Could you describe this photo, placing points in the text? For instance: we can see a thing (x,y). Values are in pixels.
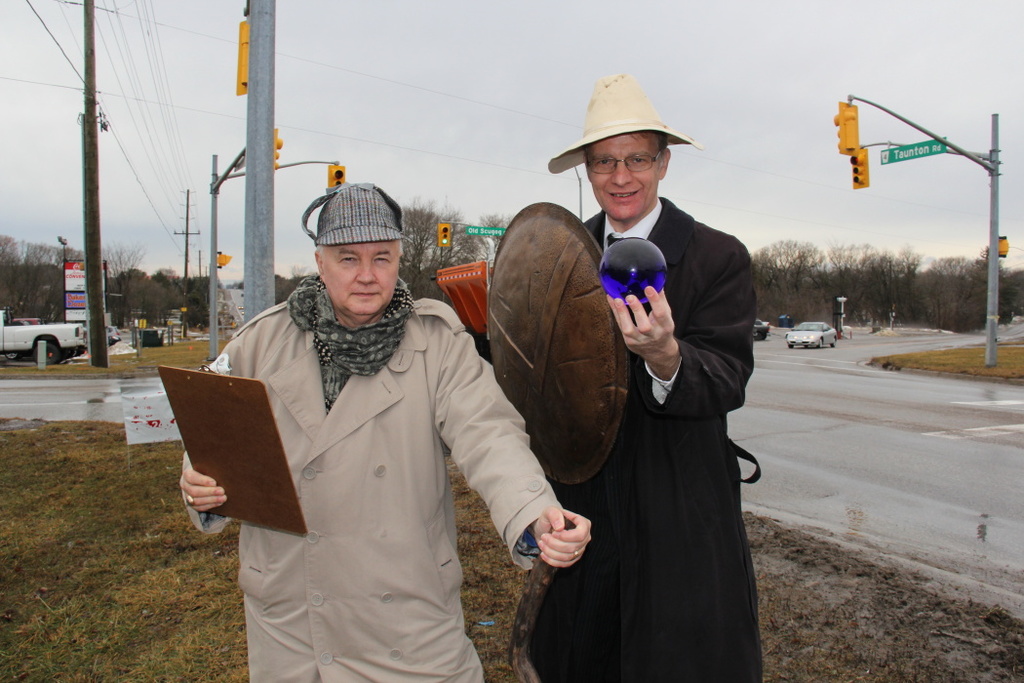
In the image there is a man (655,219) in black suit (619,676) standing beside a man (326,366) in beige coat (332,646) and behind them there are few vehicles (830,334) going on road (960,573) with traffic lights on either sides.
